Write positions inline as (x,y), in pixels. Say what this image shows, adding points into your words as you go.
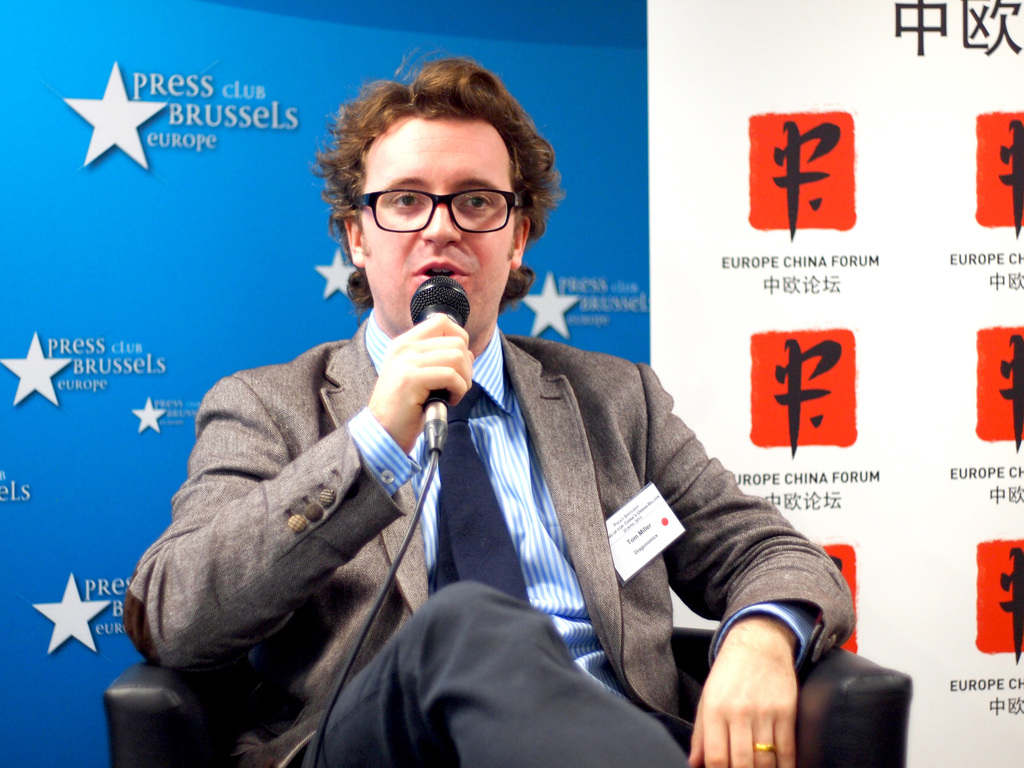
In this image i can see a man (419,547) is sitting on a chair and holding a microphone (437,307) in his hand (418,329).
